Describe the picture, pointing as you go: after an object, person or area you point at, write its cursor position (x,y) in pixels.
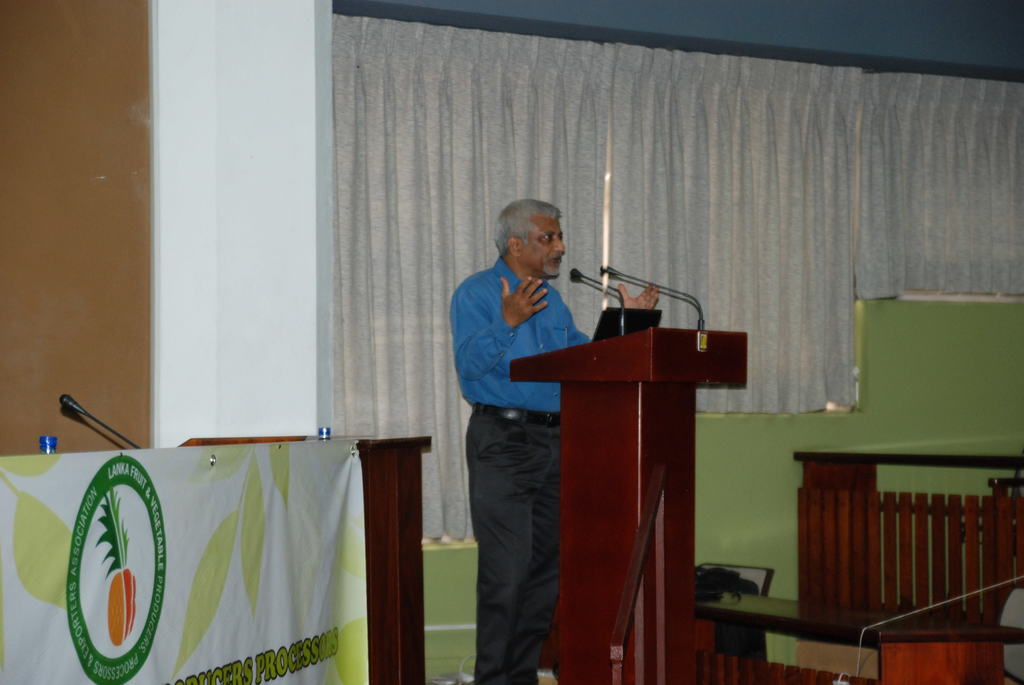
In this image there is a person (512,399) standing on the dais (570,362) is speaking in front of a mic (623,333), behind the person (557,401) there is a banner (202,541) on the table (198,441) with a mic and a bottle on it, on the other side of the person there is a table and a wooden fence (835,520), behind the person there is a curtain (395,385) and there is a wall (163,217).
